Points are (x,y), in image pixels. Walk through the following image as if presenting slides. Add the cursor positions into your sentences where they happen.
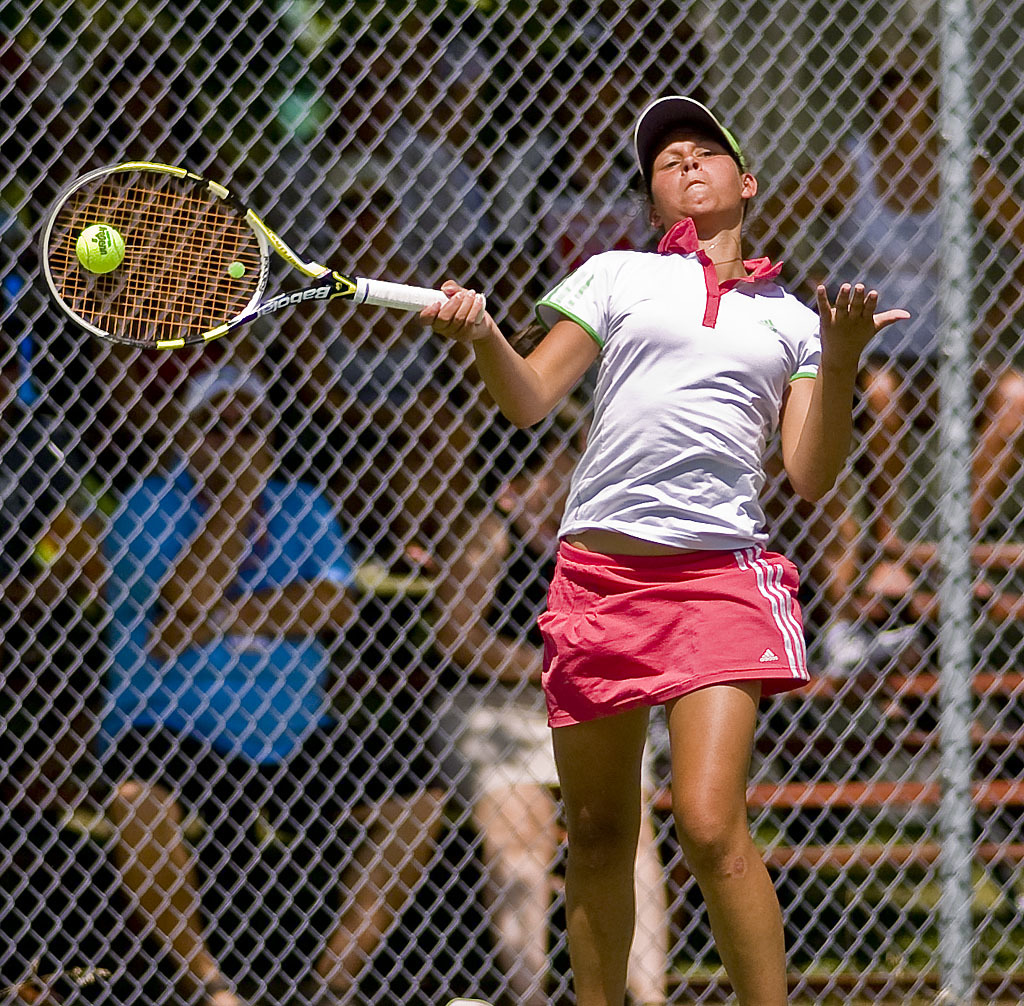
In this picture I can see a woman (468,326) in front (732,303), who is wearing white color t-shirt (715,364) and pink color skirt (574,566) and I see that she is holding a racket (88,320) and I see a ball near to it. In the background (27,201) I can see the fencing (684,9) and I see few people (551,477). I can also see that she is wearing a cap (651,124).
